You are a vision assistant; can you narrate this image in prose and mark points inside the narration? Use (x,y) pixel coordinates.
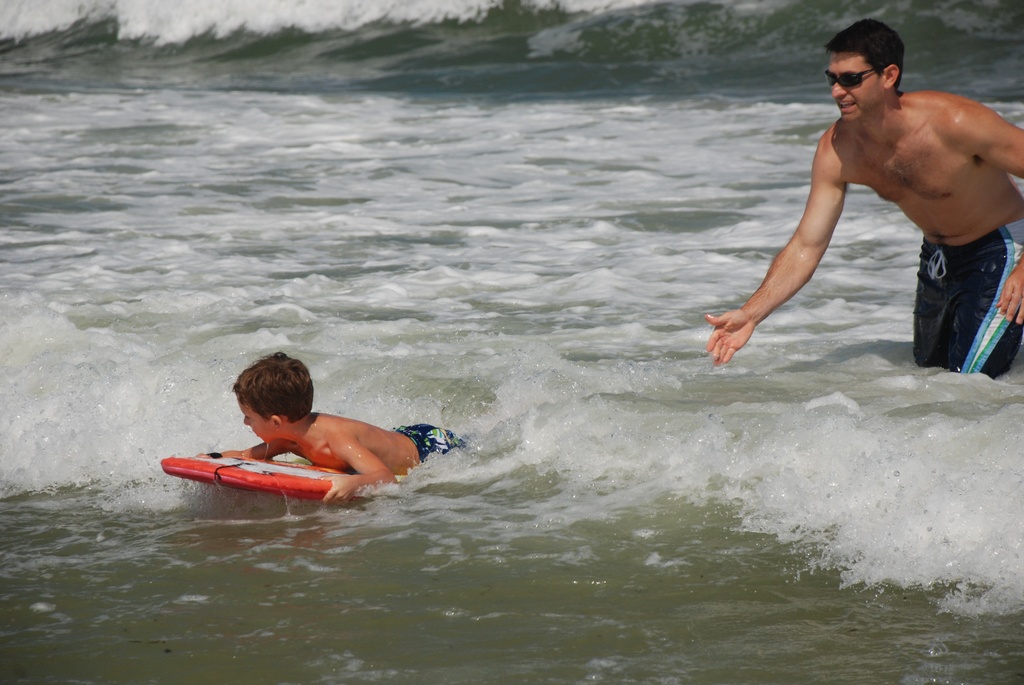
In this picture a man (943,270) is standing and a kid (384,472) is rowing on a object (278,479). The picture is clicked in a sea (125,431).
